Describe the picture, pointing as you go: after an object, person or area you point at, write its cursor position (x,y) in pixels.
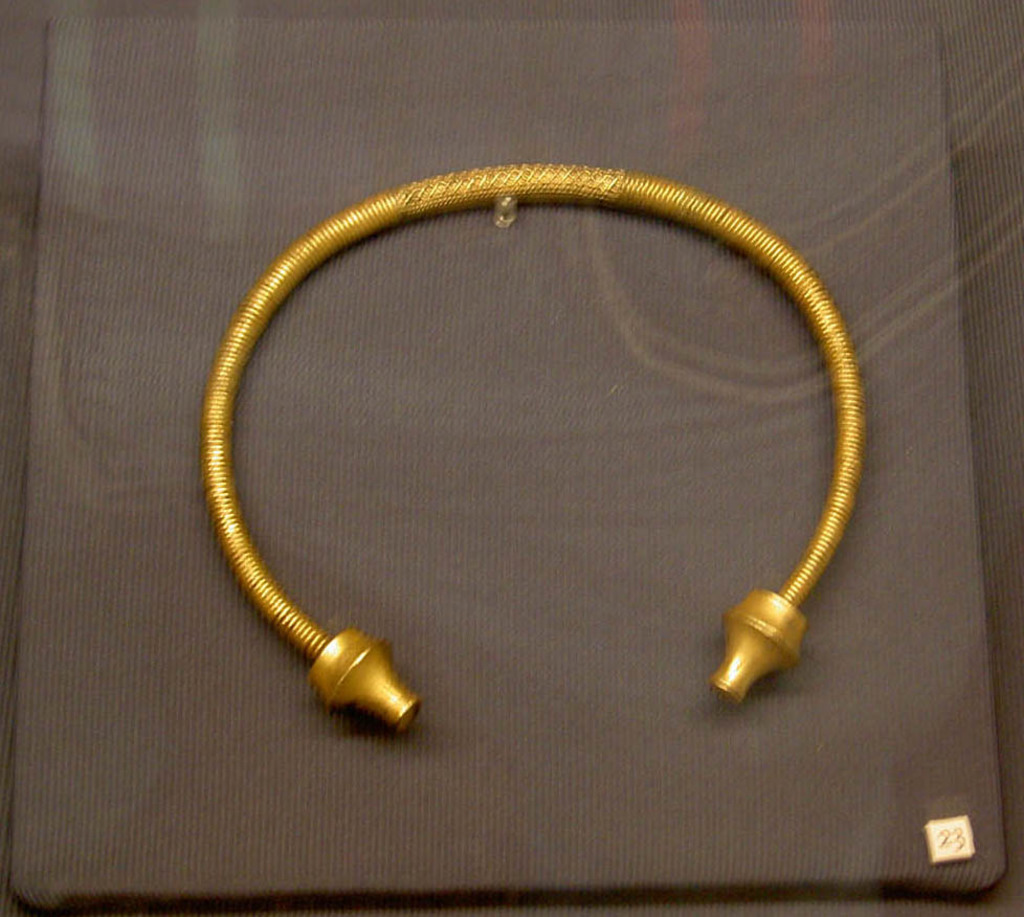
In this image we can see a jewelry (673,207) placed on a board (133,724).
